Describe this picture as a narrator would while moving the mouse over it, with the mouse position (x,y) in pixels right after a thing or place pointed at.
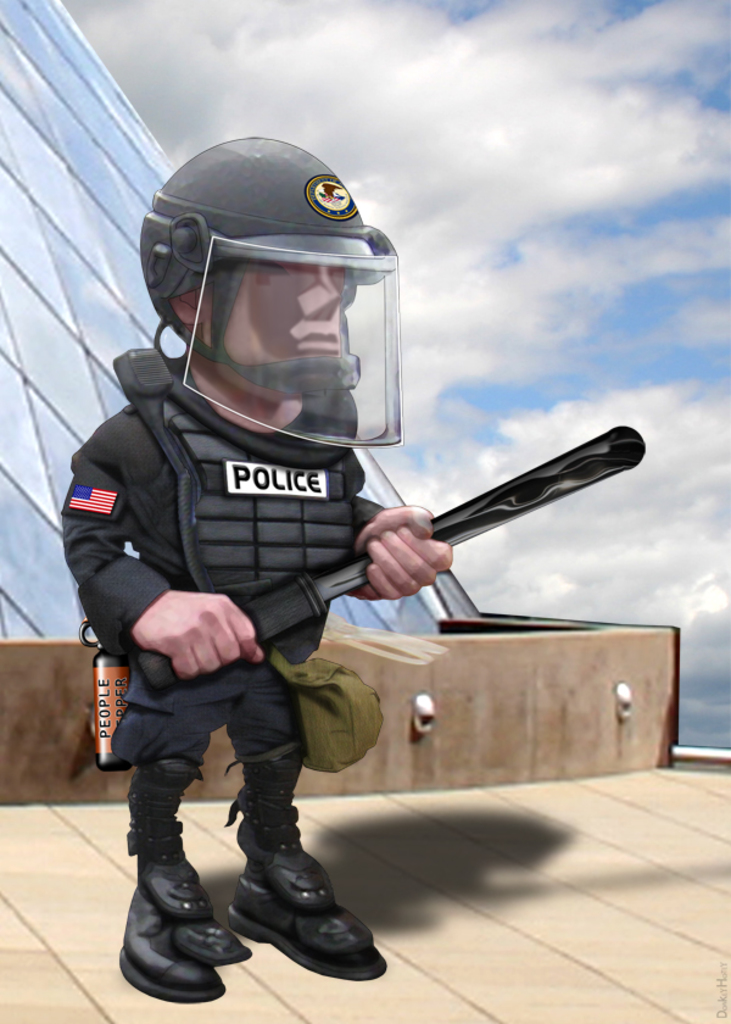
This is animated picture, there is a man (140,758) standing and holding an object (347,578) and wore helmet (276,271). We can see glass (86,382) and wall (633,711). In the background (721,479) we can see sky (714,15) with clouds (632,592).
